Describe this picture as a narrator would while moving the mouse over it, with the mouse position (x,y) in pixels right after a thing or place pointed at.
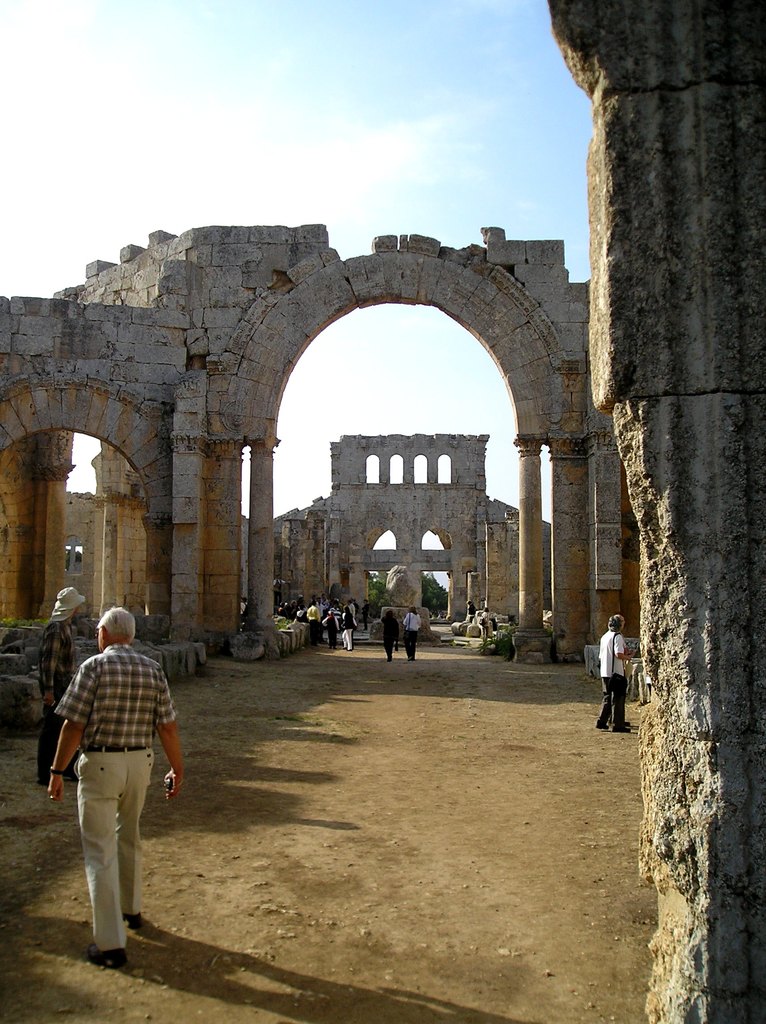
There are few persons (144,670). Here we can see an arch (268,340), pillars (558,566), and a wall (141,523). In the background (429,188) there is sky (380,110).
